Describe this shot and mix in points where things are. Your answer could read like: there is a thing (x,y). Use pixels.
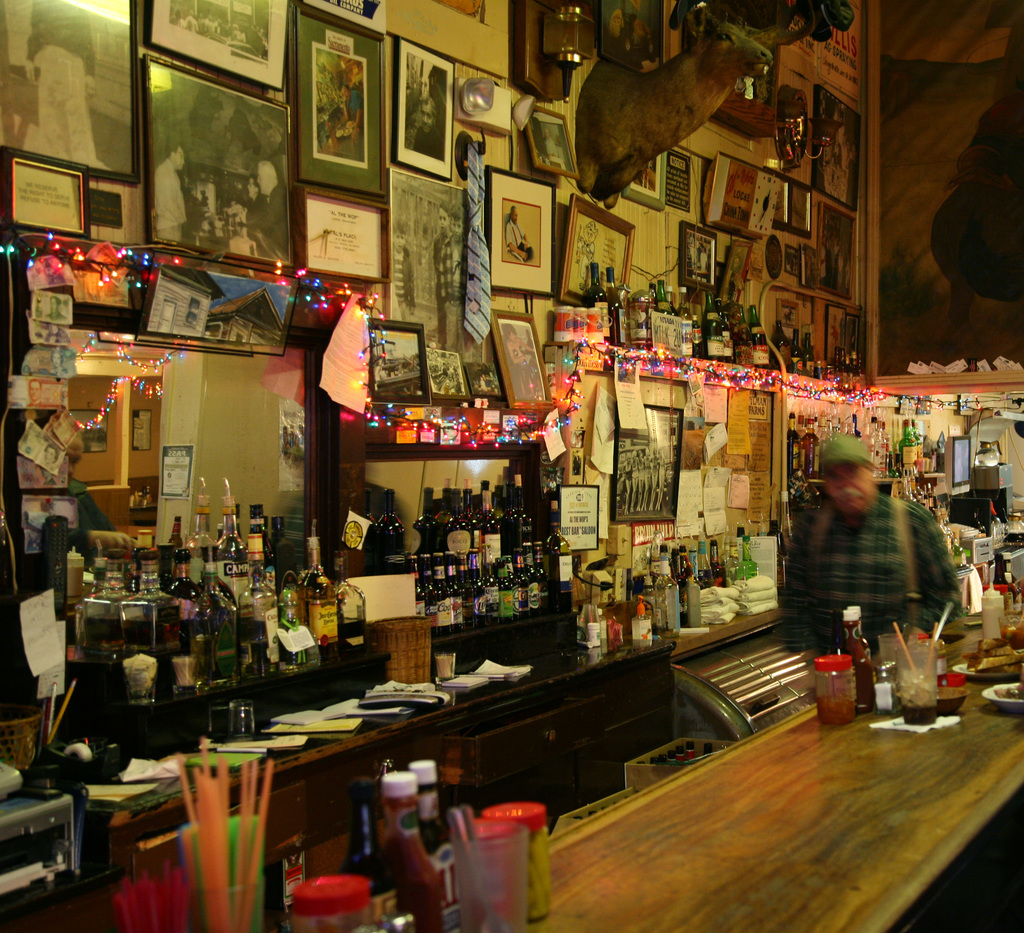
In this image we can see a person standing beside a table (656,854) containing some straws (258,874) in a glass (243,879), some bottles (396,814), containers (952,697), plates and some papers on it. On the backside (291,191) we can see a group of photo frames (301,177) and a decor (594,174) hanged to a wall (548,324). We can also see a towel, a lamp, some lights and some papers (54,353) and notes (97,294) which are pasted on a wall (678,532). We can also see a group of bottles (501,509) placed beside the table (912,763).
